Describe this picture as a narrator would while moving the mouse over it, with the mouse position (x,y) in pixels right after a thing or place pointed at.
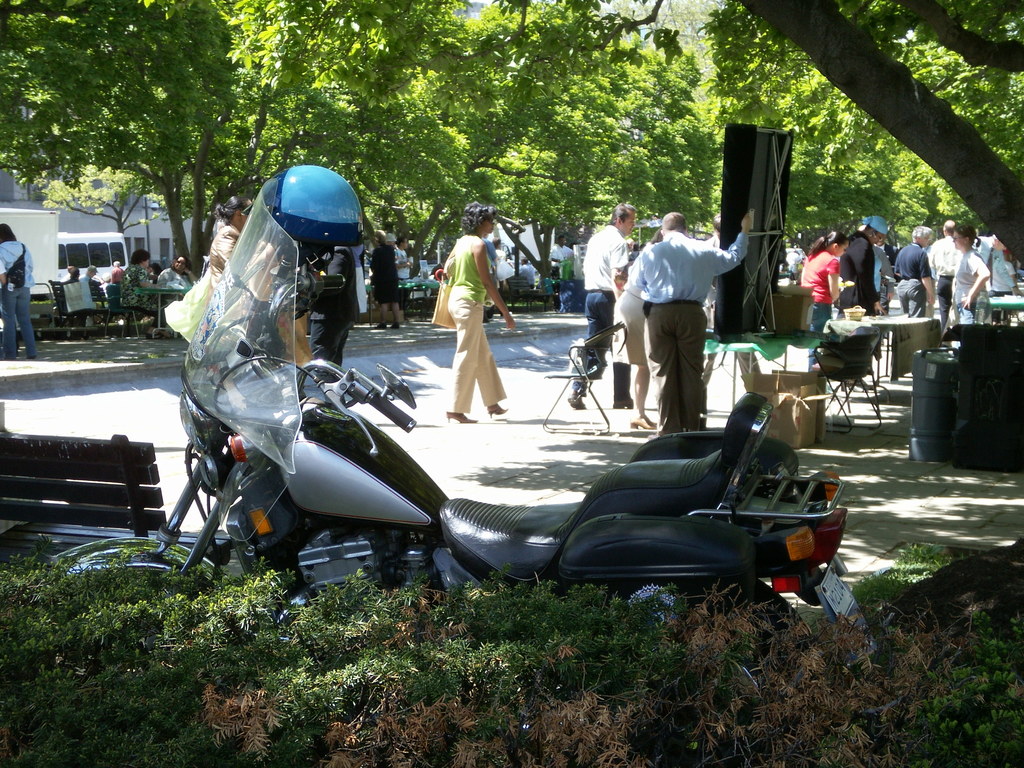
As we can see in the image there is a motor cycle (289,490), bench (108,497), chairs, few people (134,285) here and there, plants (728,694), trees (484,118) and behind the trees (575,108) there are buildings (161,224).
